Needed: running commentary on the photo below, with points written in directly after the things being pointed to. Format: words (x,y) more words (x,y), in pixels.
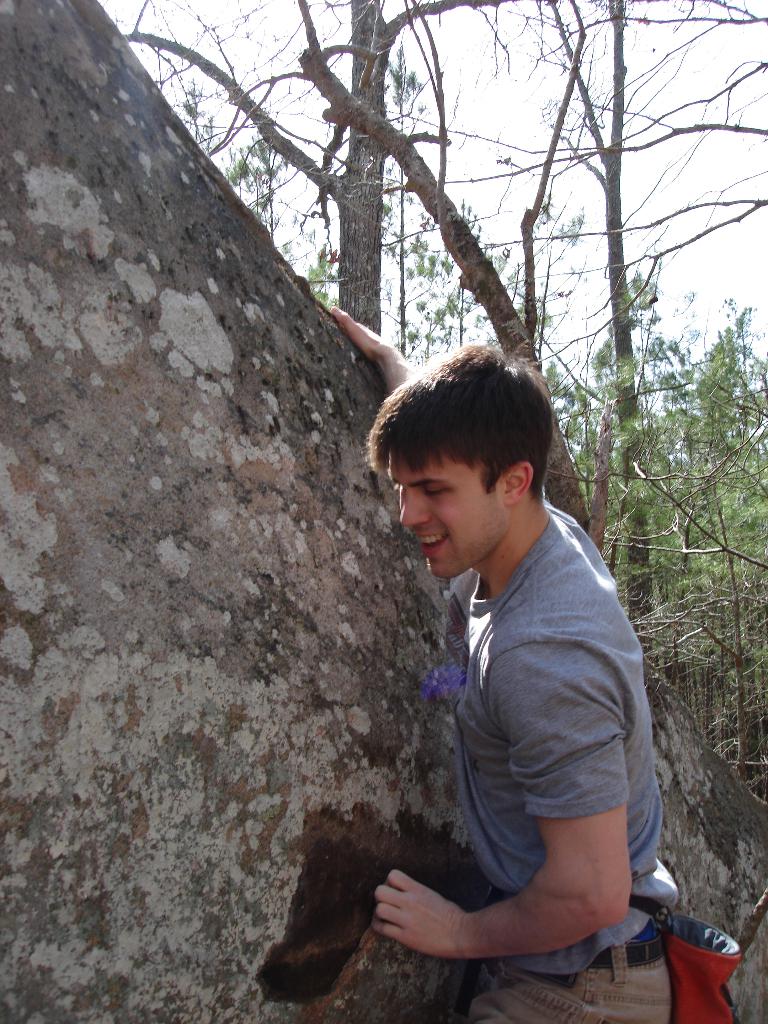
In this image I can see a man (468,614) and I can see he is wearing grey colour t shirt (544,704). In the background (744,712) I can see number of trees (706,537) and here I can see a brown colour thing (696,964).
